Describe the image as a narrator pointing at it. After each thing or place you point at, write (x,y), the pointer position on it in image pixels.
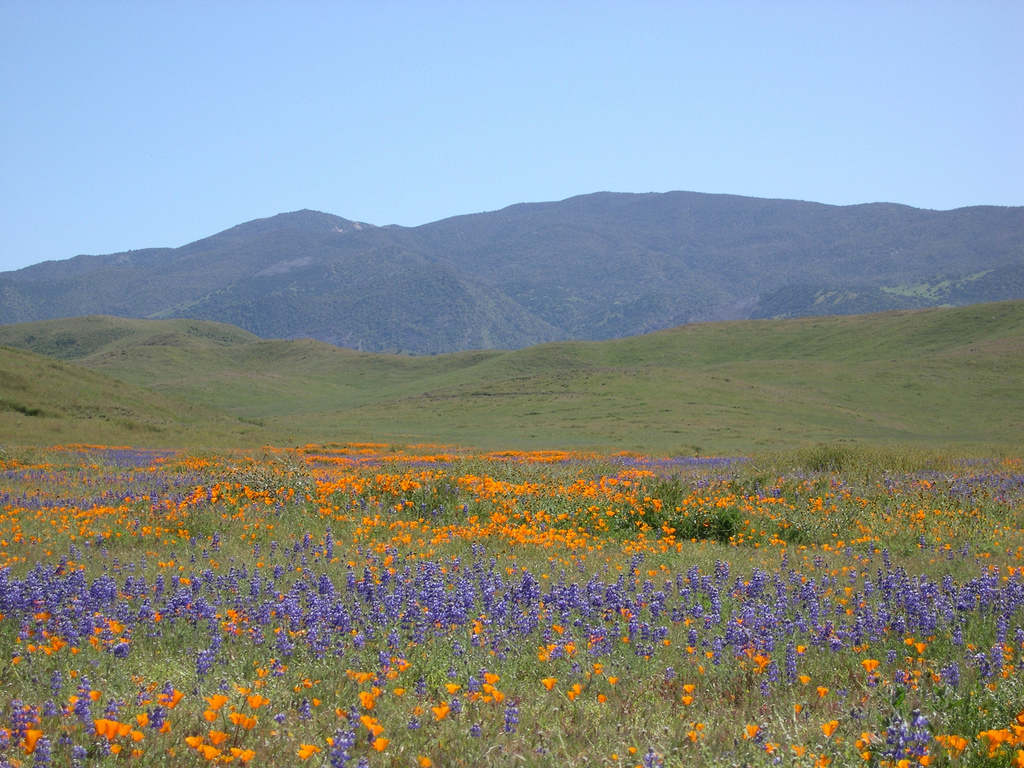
In this picture we can see few flowers (397,595), plants (547,541) and grass (592,464), in the background (571,408) we can see hills (672,285).
